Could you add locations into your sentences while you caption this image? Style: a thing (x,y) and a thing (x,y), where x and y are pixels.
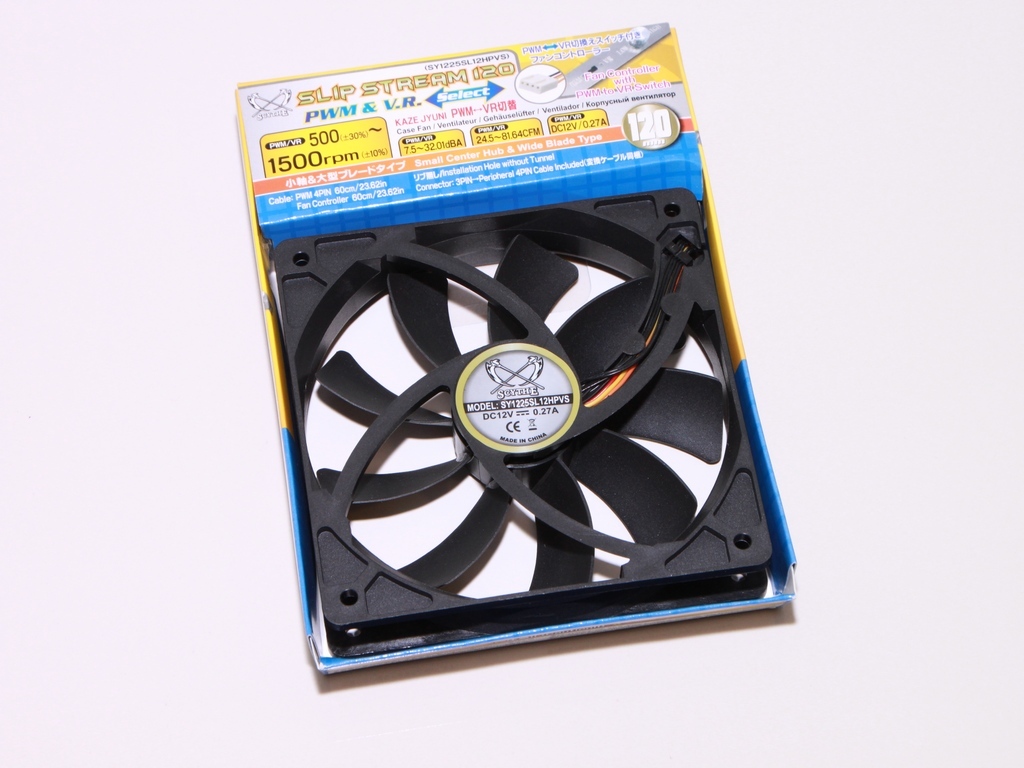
In this picture, it looks like an exhaust fan (395,399) in the box (364,333) and the box (295,477) is on the white object (240,596).
